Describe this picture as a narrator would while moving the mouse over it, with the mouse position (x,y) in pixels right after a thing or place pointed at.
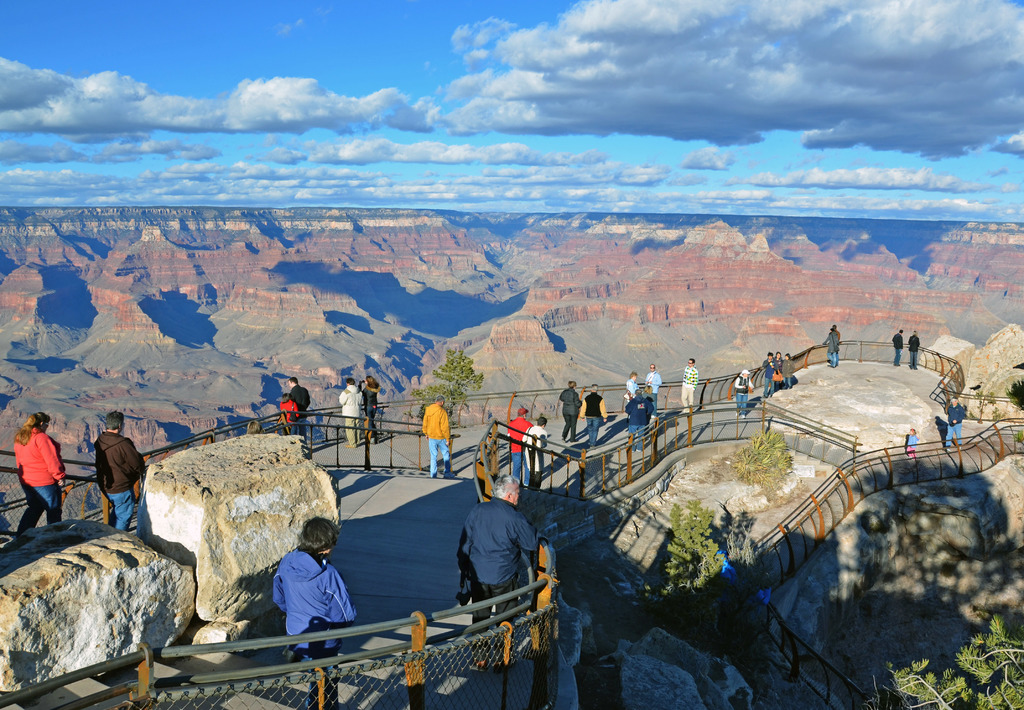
In the image we can see the mountains (278,303) and trees (705,530). We can see there are even people (438,427) walking and some of them are standing, they are wearing clothes (342,403). Here we can see stones (155,559), fencing (392,661), mesh (358,689) and a cloudy sky (427,193).
